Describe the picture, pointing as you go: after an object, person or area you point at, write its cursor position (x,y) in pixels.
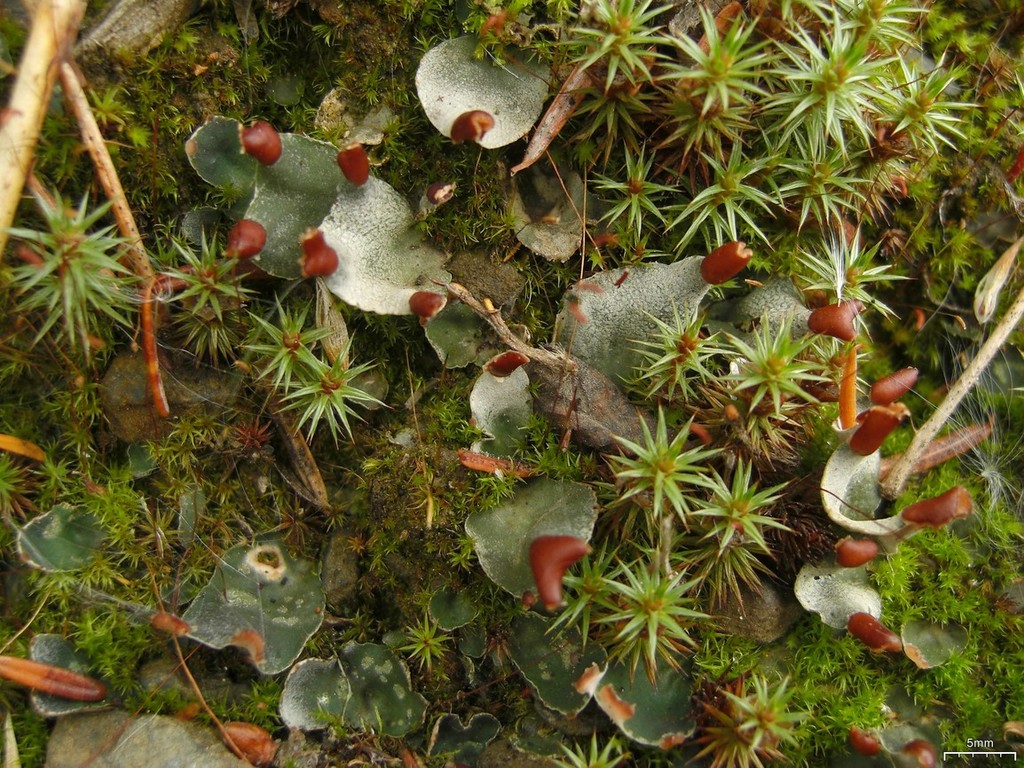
In this image I can see few plants (693,454) which are green and red in color on the ground (594,236). I can see few wooden sticks (59,46) which are brown in color.
